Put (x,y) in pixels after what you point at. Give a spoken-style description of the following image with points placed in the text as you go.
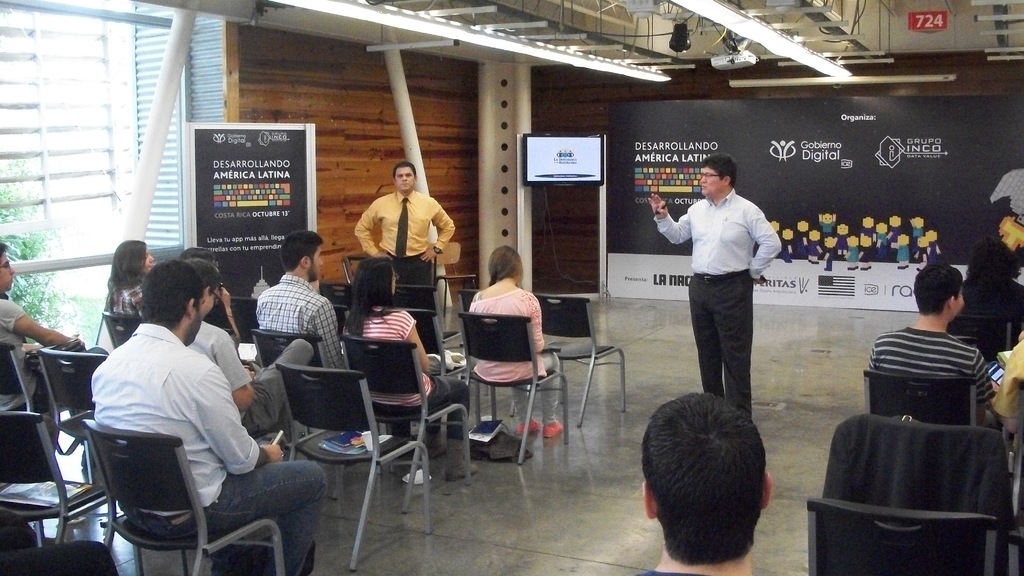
In this image there are a few people (256,396) sitting on their chairs (367,426), in front of them there are two persons (712,254) standing. In the background (561,167) there is a screen (591,164) and banner (690,181). At the top (634,29) there is a ceiling (608,31) with lights (620,71).
